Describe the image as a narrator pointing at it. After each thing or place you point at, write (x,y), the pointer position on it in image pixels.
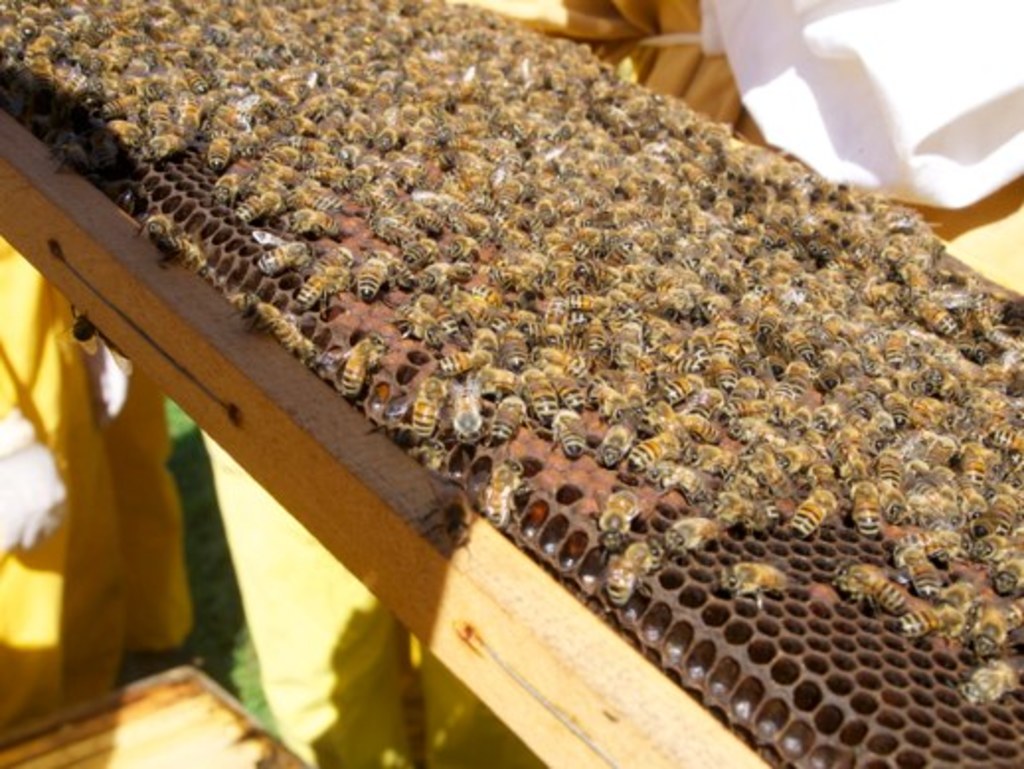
In this image, we can see some honey bees (749,295). There is a honeycomb (769,541) in the middle of the image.
